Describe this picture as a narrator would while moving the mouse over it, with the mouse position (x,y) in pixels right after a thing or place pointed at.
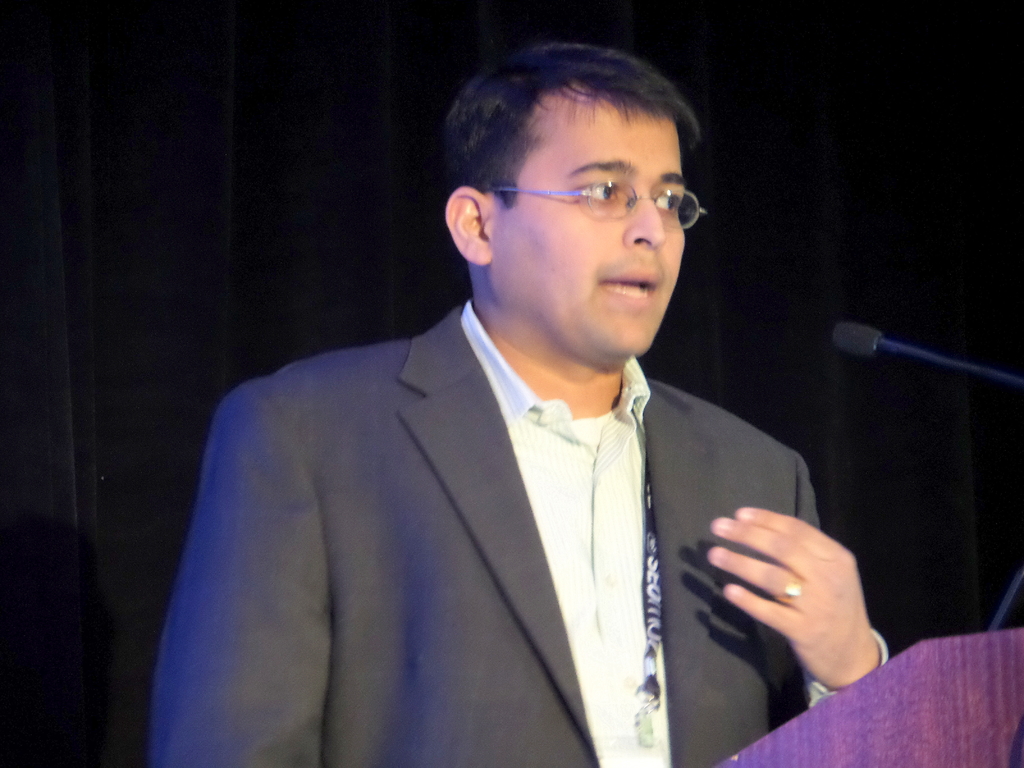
In this image man (540,590) is standing in front of mike (885,341) and talking. At the back side (244,199) there is a black curtain (187,308).
